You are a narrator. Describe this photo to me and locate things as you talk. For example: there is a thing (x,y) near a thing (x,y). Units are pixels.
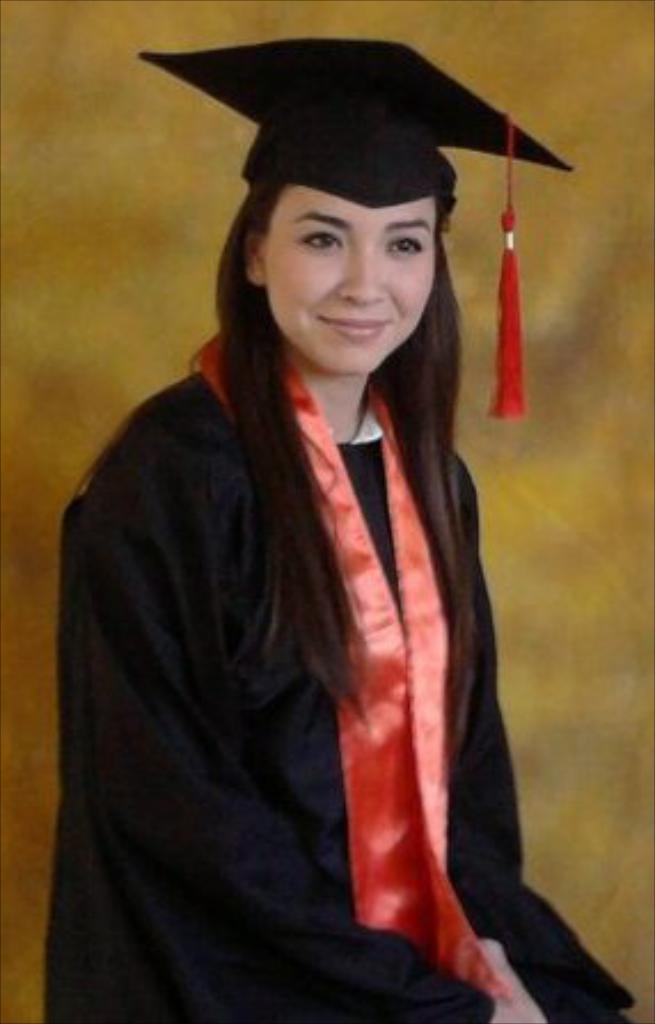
In this image I can see the person (319,611) wearing the black and red color dress (191,740) and also the hat (382,204). And there is a yellow color background (72,25).
